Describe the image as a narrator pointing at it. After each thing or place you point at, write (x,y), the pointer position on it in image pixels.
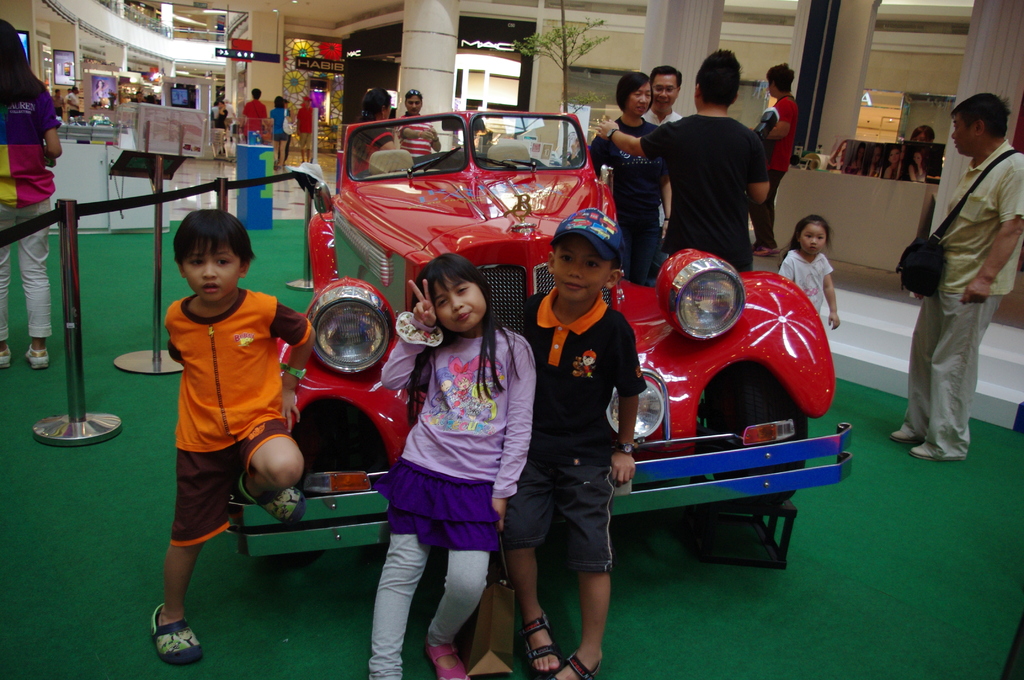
In this picture I can see group of people (456,679) standing, there is a vehicle (386,240), there are stanchion barriers (43,217), there are boards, shops (287,38), pillars (684,1) and there are some objects (297,178).
